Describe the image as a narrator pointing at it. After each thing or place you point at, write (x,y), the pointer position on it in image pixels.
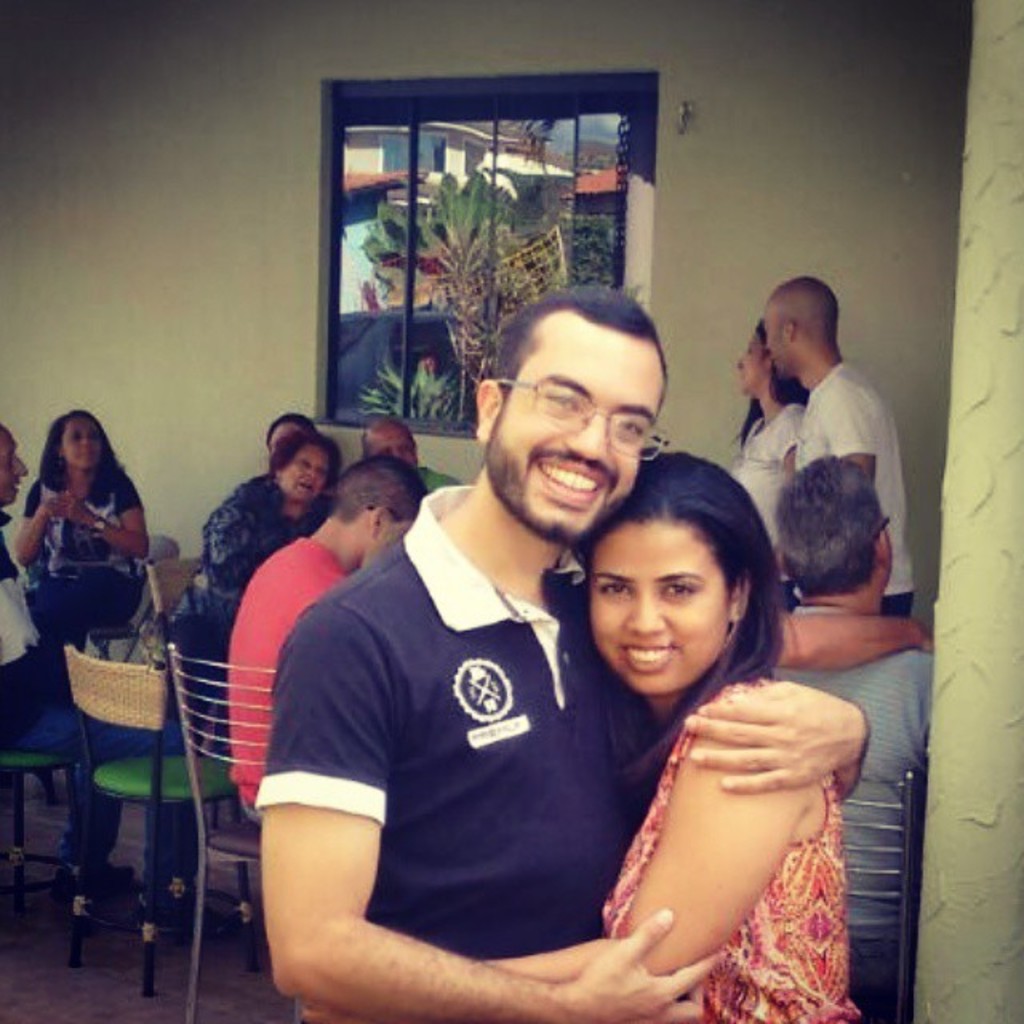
In the center of the image (636,642) we can see a man (474,903) and a lady (674,784) standing and smiling. In the background (5,705) there are people (232,679) sitting. There are chairs (86,770) and we can see a window (370,417) and a wall (140,131).
